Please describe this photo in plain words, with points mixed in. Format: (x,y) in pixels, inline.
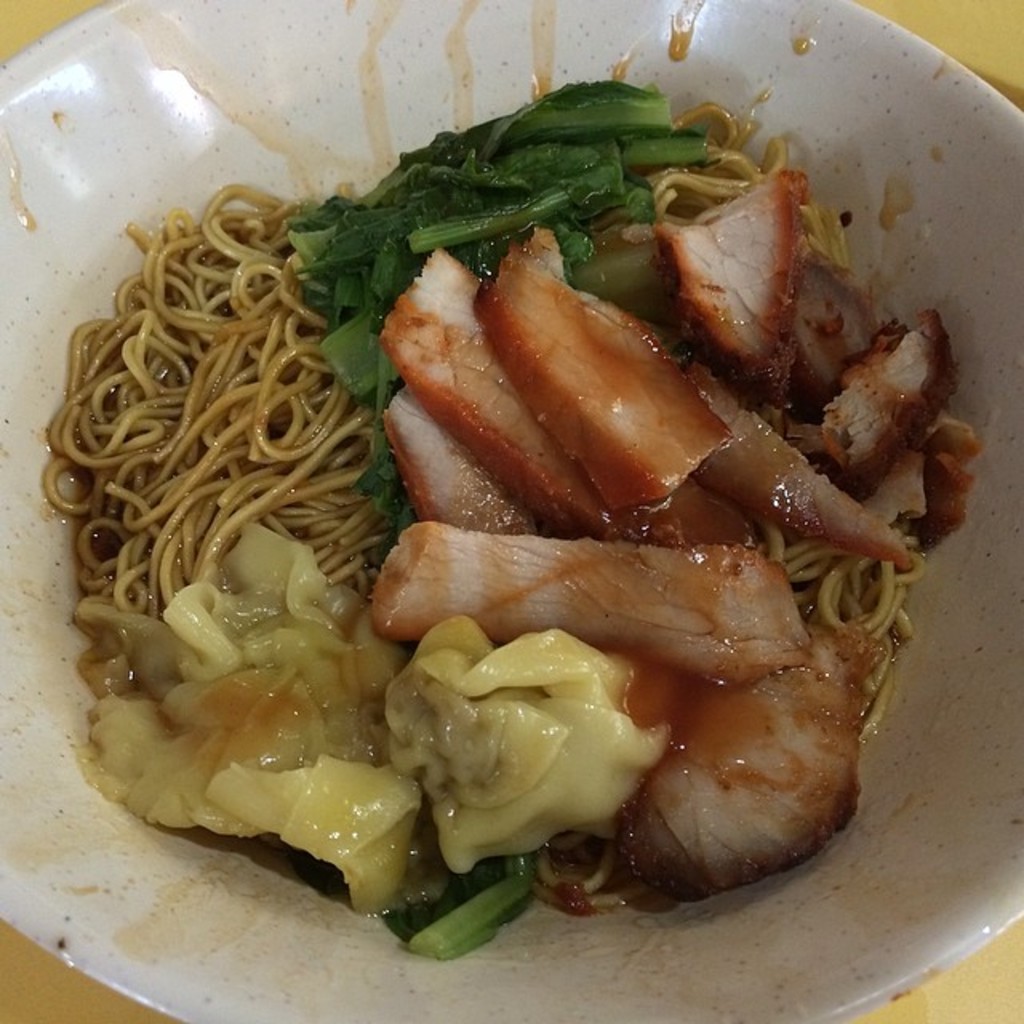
There is a food item (407,435) served in a bowl (6,736), it contains spaghetti (311,442), green leaves (350,327), meat (683,597) and other items (442,664).
